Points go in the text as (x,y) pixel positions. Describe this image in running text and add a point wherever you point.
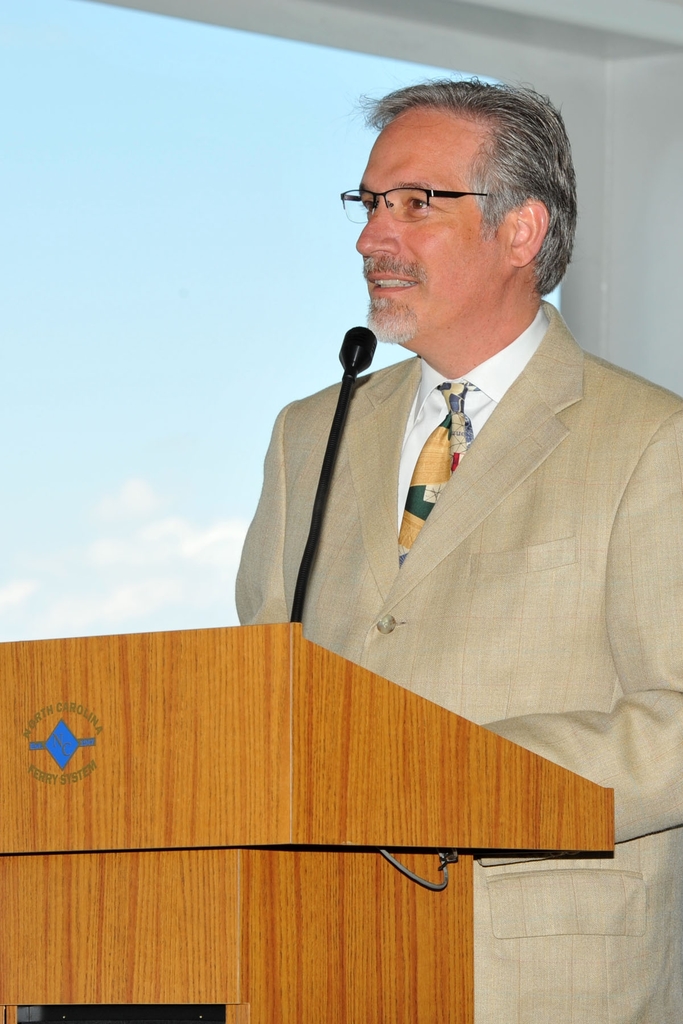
In this image there is a person (433,695) standing on the dais (380,805). In the background (271,250) there is a sky (199,166) and a wall (606,229).
